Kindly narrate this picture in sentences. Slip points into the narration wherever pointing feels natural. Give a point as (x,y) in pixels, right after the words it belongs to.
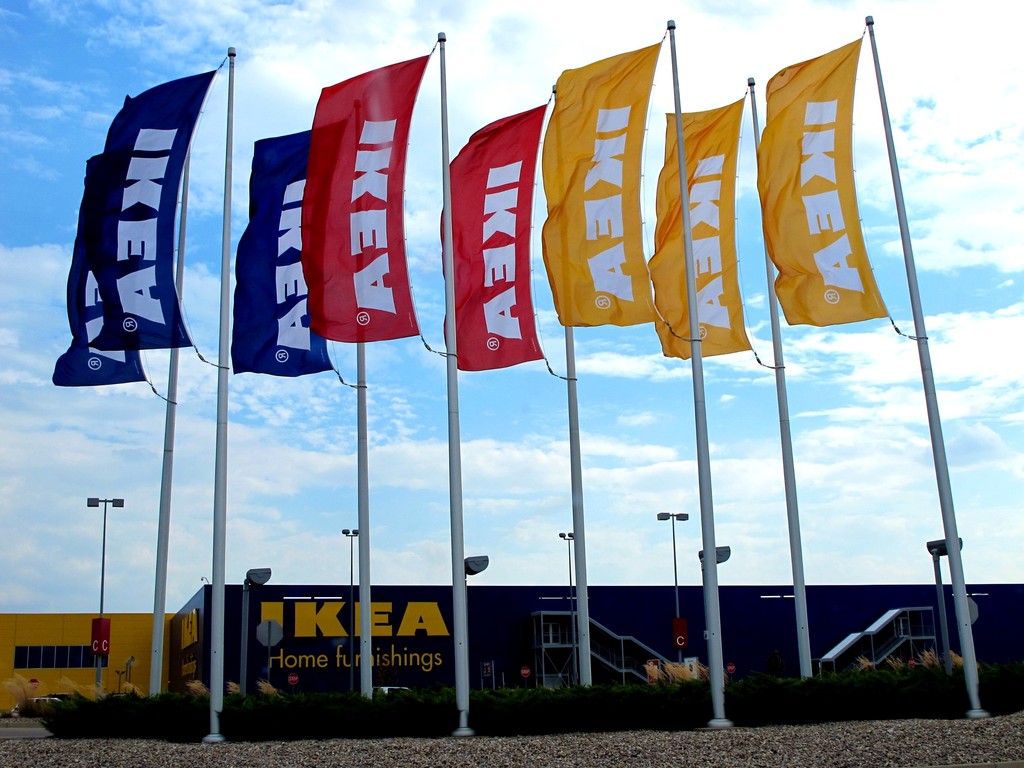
In this picture we can see a few bushes (251,708) on the ground (591,741). There are flags (149,240) visible on the poles (908,246). We can see some text (128,296) on these flags (672,234). There is a board (277,632) on a pole (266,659). We can see a few street lights (244,680) and some objects (575,629) and a text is visible on a building (894,605). Sky (599,394) is blue in color and cloudy.
